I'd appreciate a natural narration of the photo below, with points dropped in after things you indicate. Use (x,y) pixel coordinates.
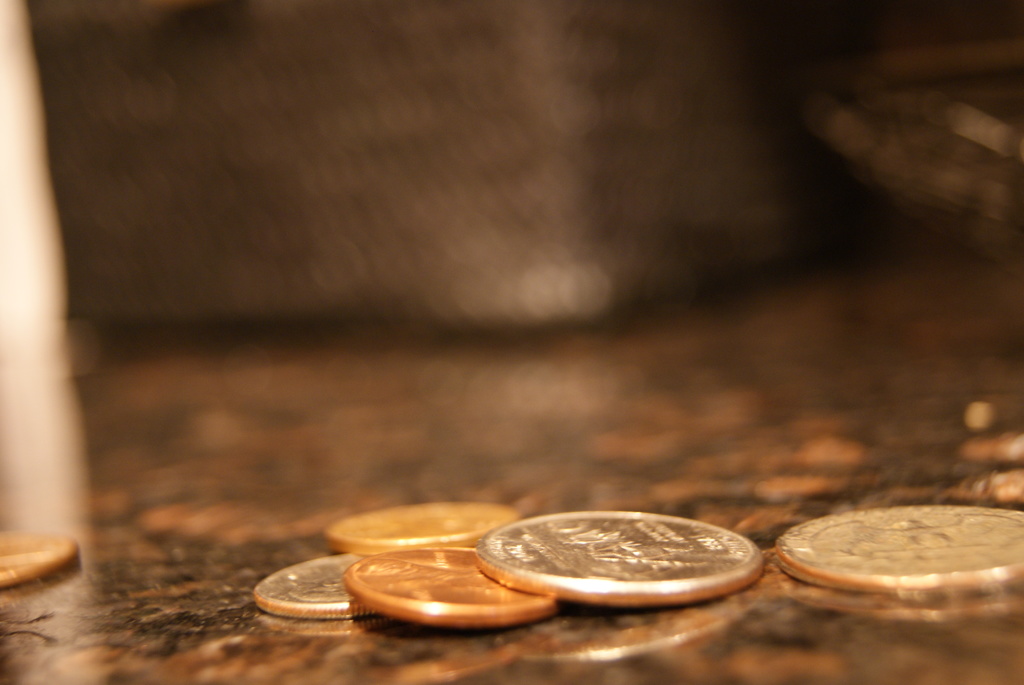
In this image I can see some coins (908,587) on the table (714,640).
